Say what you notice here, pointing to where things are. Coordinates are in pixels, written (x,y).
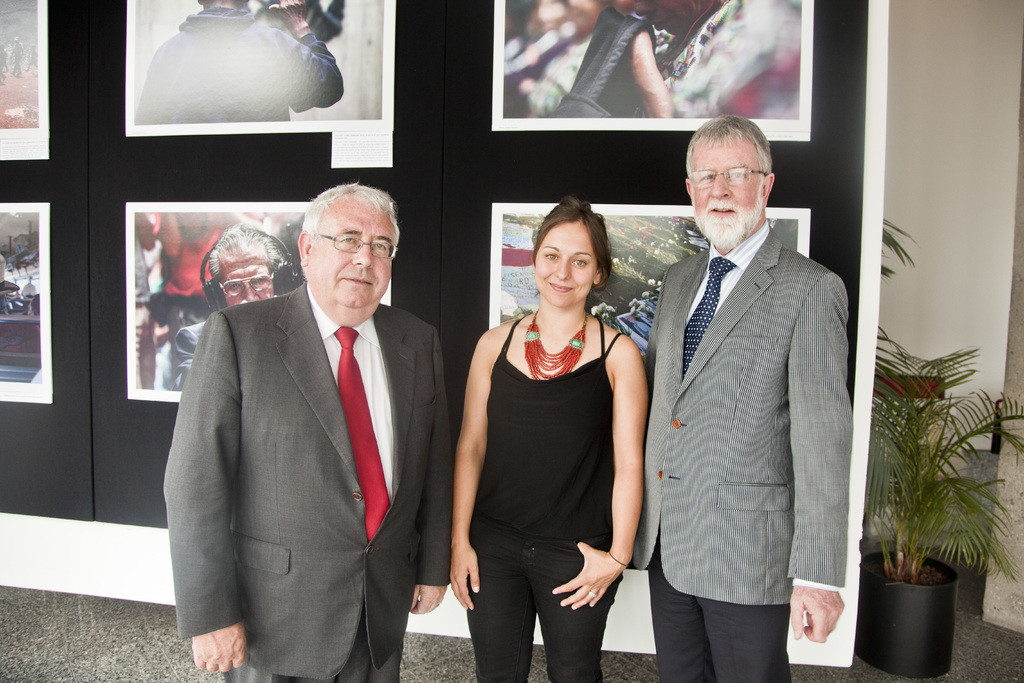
In this picture I can observe three members (582,385) standing on the floor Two of them are men (702,213) and one of them is a woman (530,333). Behind them I can observe photographs (263,120) on the black color boards (118,167). On the right side (916,155) I can observe wall (935,224).
